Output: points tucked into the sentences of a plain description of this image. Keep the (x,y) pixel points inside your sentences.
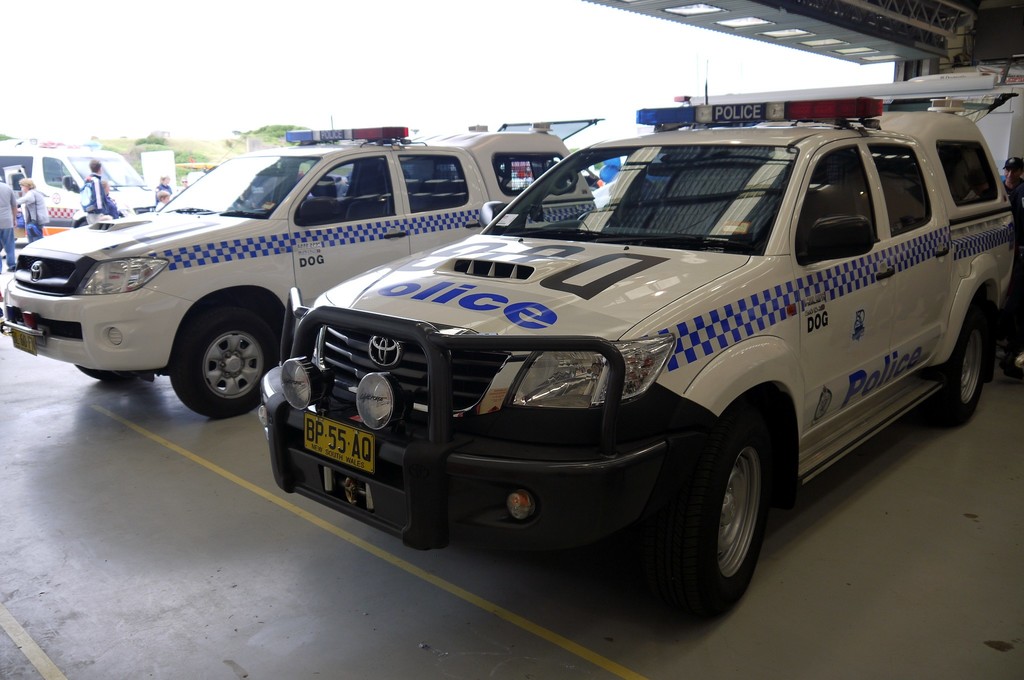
In this picture I see number of cars (274,150) and few people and I see the path (224,558). In the background (60,52) I see the sky (368,66) and on the cars (382,215) I see something is written.
